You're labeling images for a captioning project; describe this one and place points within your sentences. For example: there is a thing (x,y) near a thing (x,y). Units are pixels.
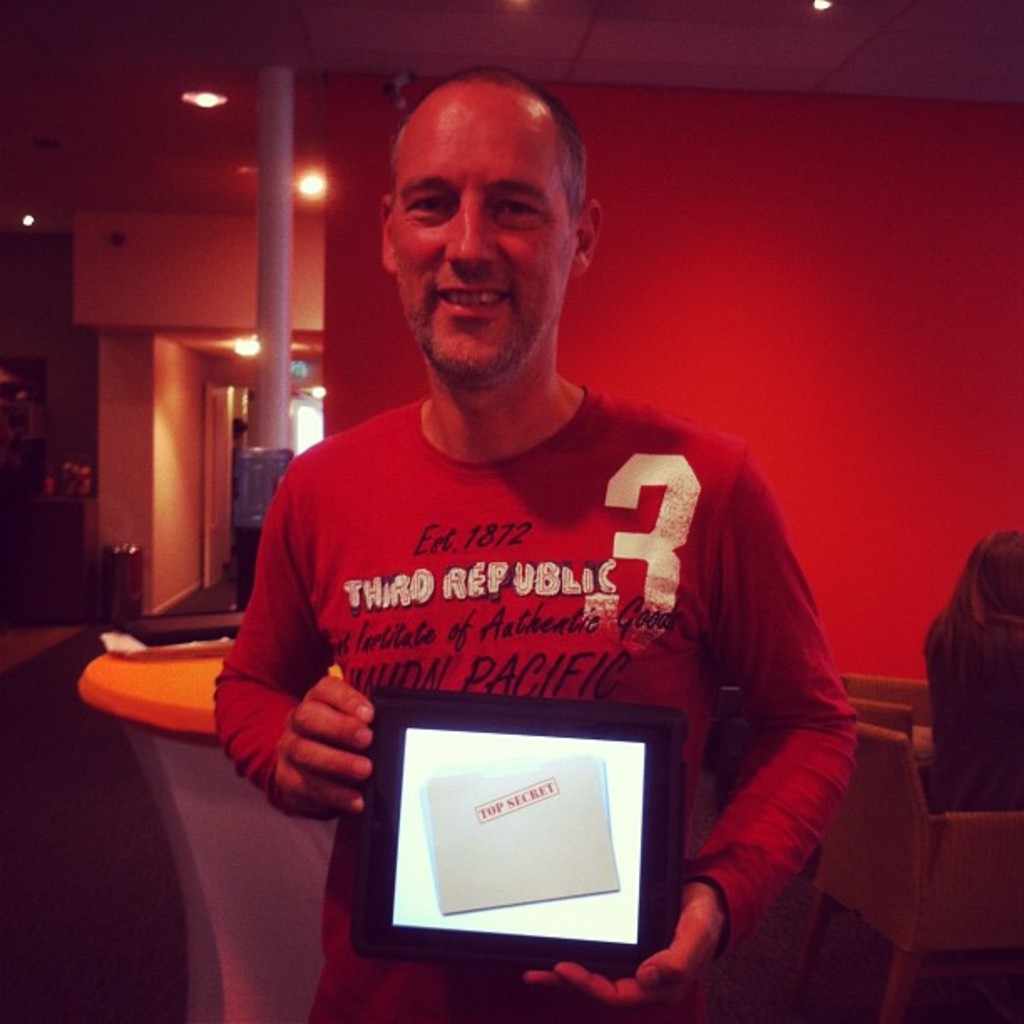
There is a man (464,497) with red t-shirt (562,513) is standing and holding a tab (550,765) in his hand (355,808). He is smiling. Behind him there is a table (233,770). To the right side (932,780) corner there is a chair (959,826) with a lady (986,704) sitting on it. In the background (757,250) there is a wall (362,251) with red color. And to the side of the wall (342,194) there is a pillar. To the left side (51,522) there is a table (86,498) with some items (74,463) on it. Beside the table (88,599) there is a dustbin (129,570).
